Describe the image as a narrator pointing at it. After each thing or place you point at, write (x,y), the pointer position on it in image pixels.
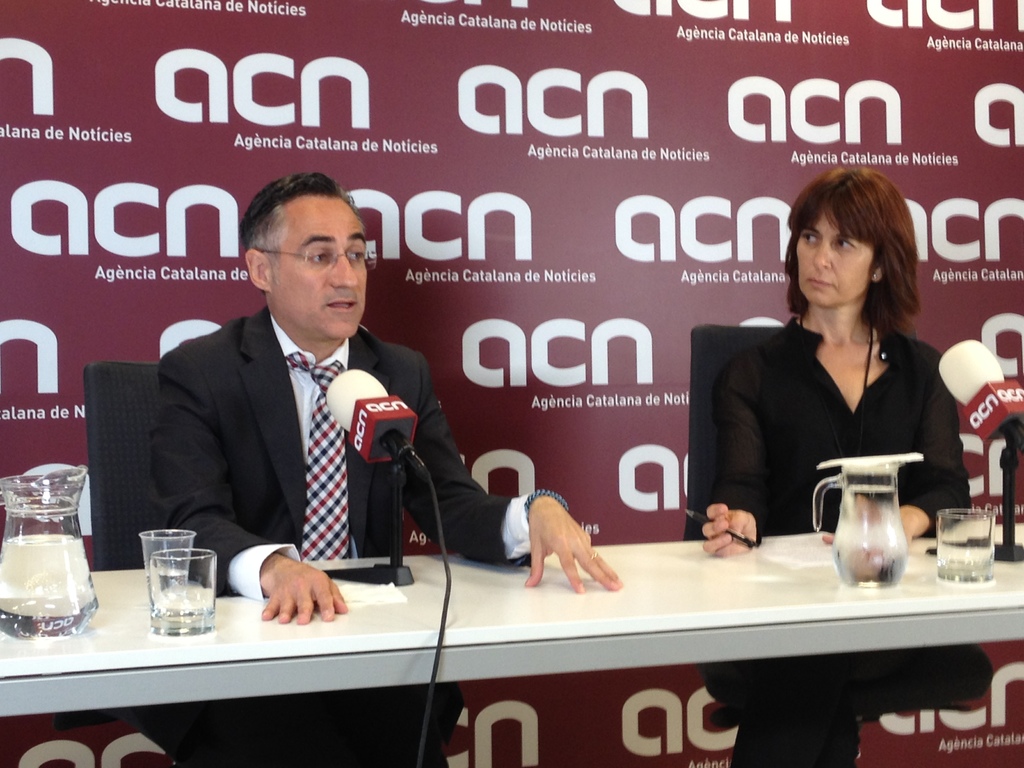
In this image we can see these two people (945,447) wearing black dress (289,435) are sitting on the chairs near the table (476,598). Here we can see the jars (70,560), glasses (183,596) and mike (408,581) on the table (456,616). In the background (629,246), we can see a banner (438,79).
